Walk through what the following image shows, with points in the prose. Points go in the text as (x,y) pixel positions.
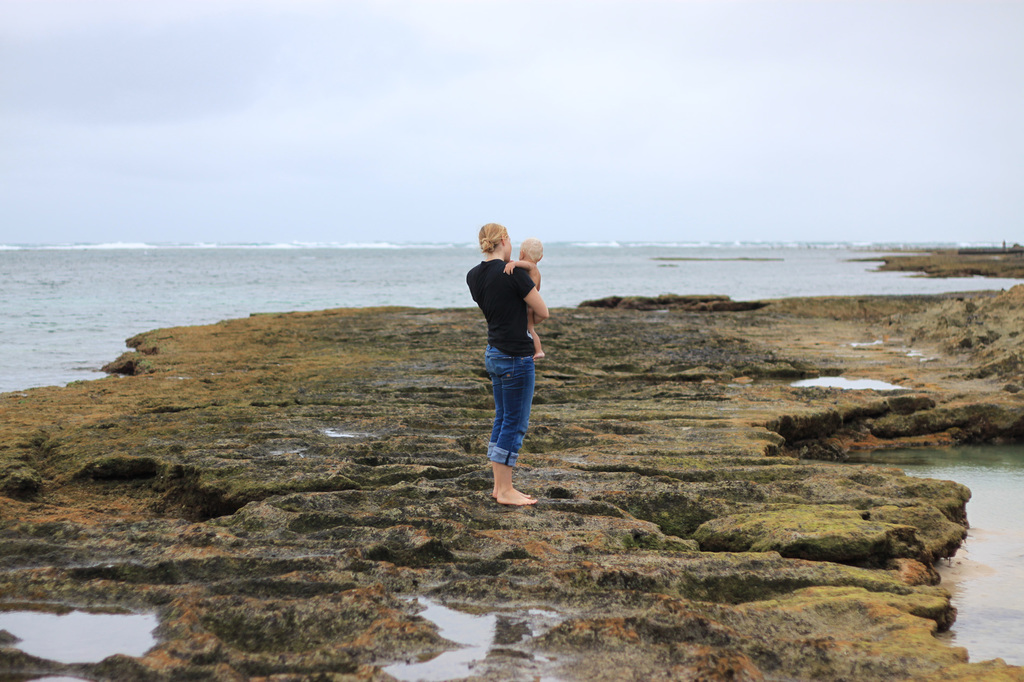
There is a sea (982,288) and beside the sea (192,319) there is a flat rock (781,434) and on that a woman (496,393) is standing by holding a baby (517,262) in her arms (528,303) she is wearing black shirt (519,332) and jeans (505,376), in the background (131,150) there is a sky (764,135).
